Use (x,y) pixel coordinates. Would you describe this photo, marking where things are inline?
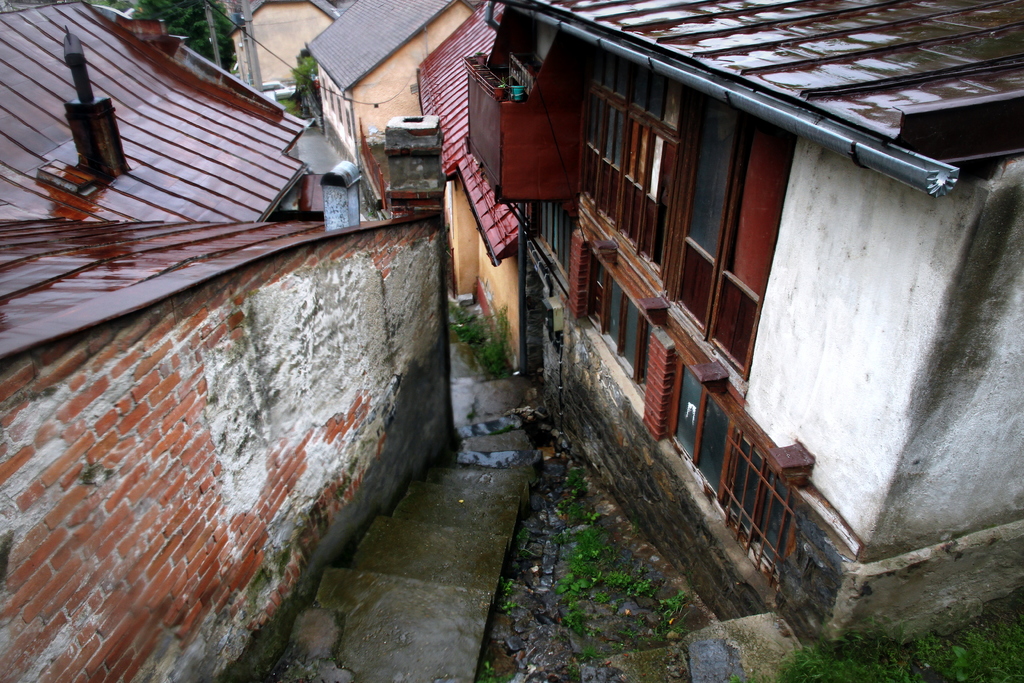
In this image we can see some houses (232,372), one staircase (452,525), some trees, plants (586,566) and some green grass (577,606). There are some poles (209,40), some stones (530,578) and some objects (495,93) are on the surface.
